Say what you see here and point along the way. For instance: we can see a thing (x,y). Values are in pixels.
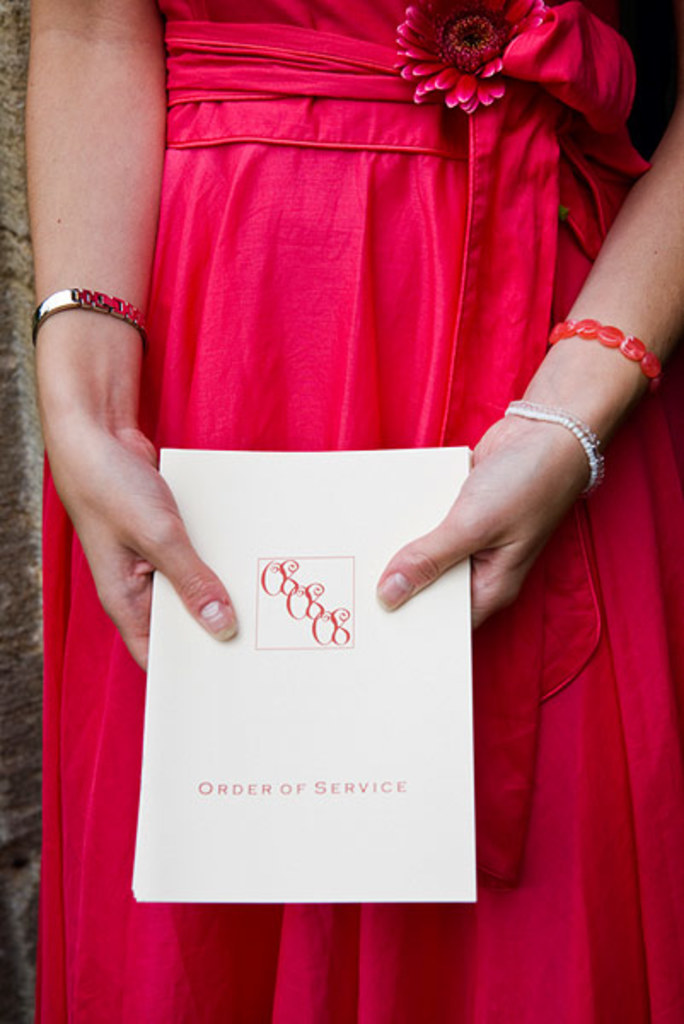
In this picture we can see the lower part of the body (599,571) of a person (84,710) in pink dress (507,846) holding a card (470,715) with some text (304,575) on it. We can see a pink flower (498,10), watch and bracelet (550,412).
